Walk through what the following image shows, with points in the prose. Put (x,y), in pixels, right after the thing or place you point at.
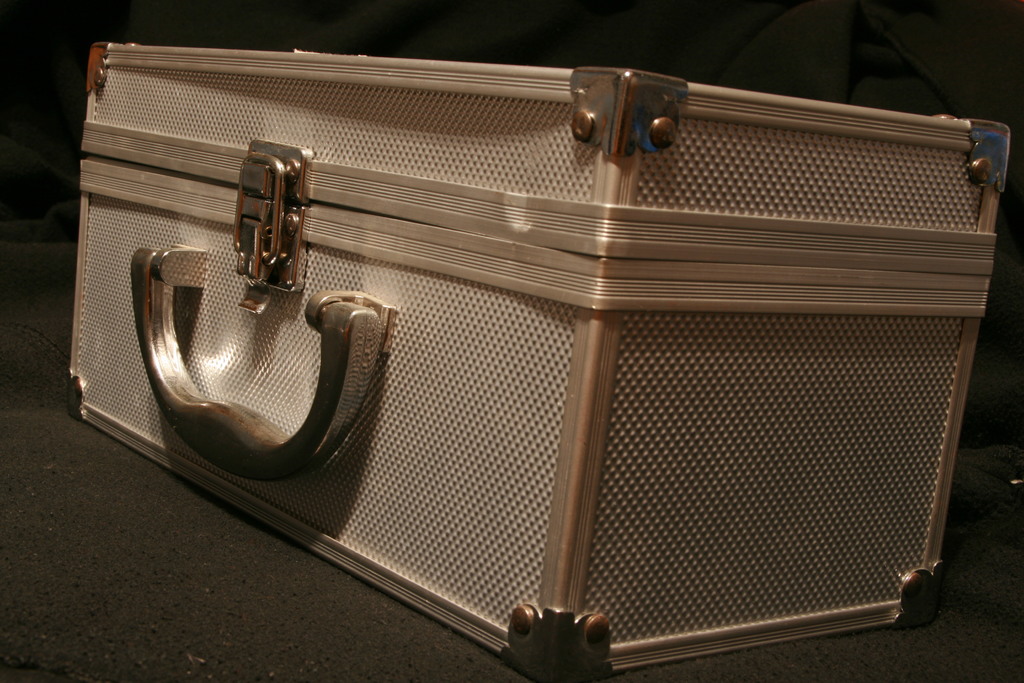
In this picture we can see a silver color box (596,160) with screws (662,127), handle (163,271), lock (278,256) and this is placed on a floor (103,434).
